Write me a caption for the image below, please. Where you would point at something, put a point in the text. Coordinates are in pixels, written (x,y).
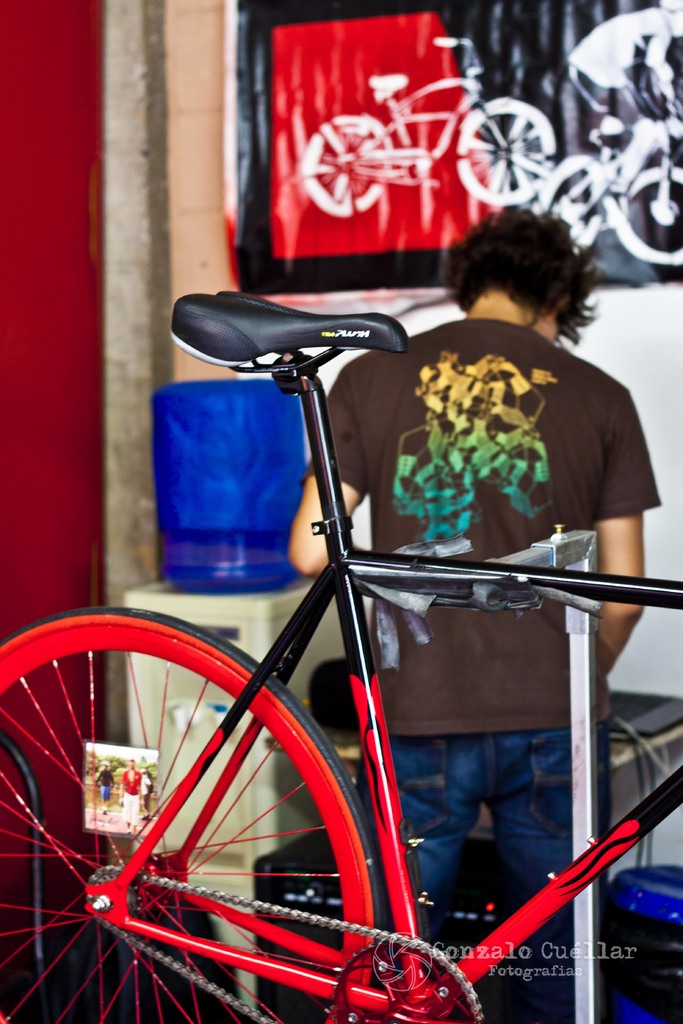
In this picture there is a bicycle (362,877) and there is a person (375,485) standing beside it and there is a water filter (214,519) and a table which has few objects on it is in front of him and there is a painting (459,145) on the wall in the background (462,139).
